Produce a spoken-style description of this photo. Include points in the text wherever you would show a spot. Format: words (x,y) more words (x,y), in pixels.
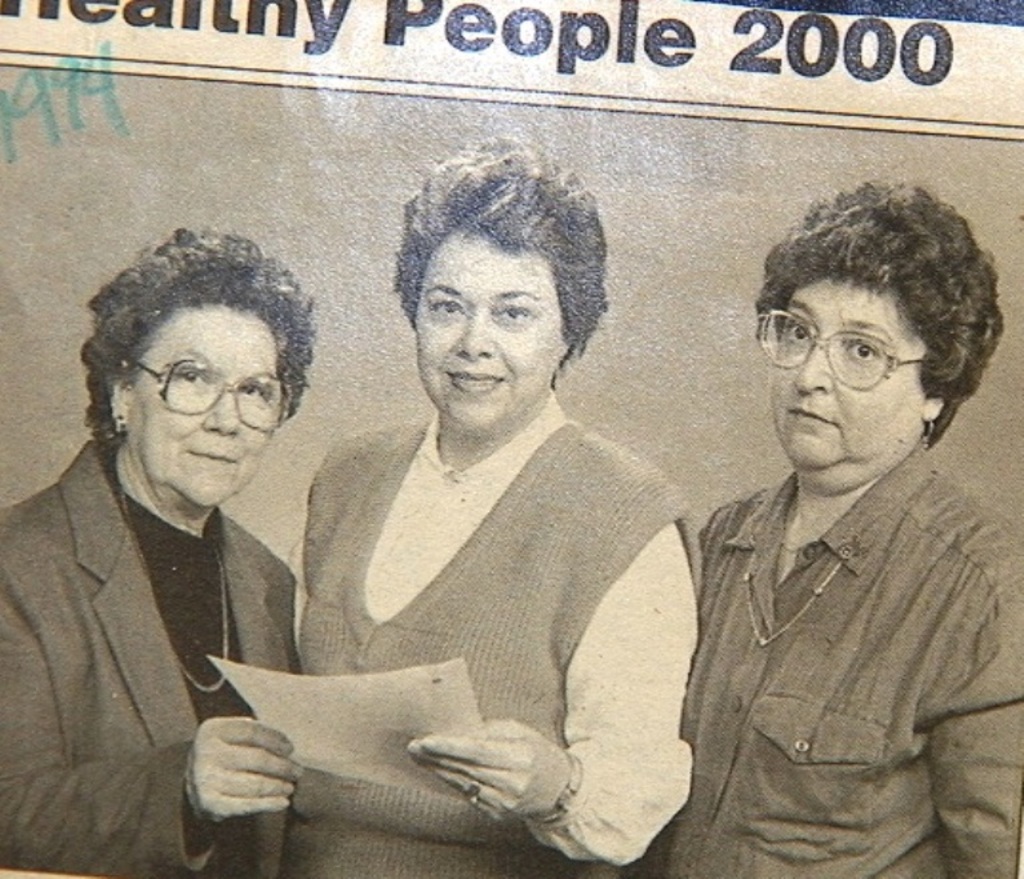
In this picture I can see a paper (729,166), there is a image (431,116) of three persons (69,631) standing, there is a person (427,618) holding a paper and there are words (597,10), numbers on the paper (331,406).
